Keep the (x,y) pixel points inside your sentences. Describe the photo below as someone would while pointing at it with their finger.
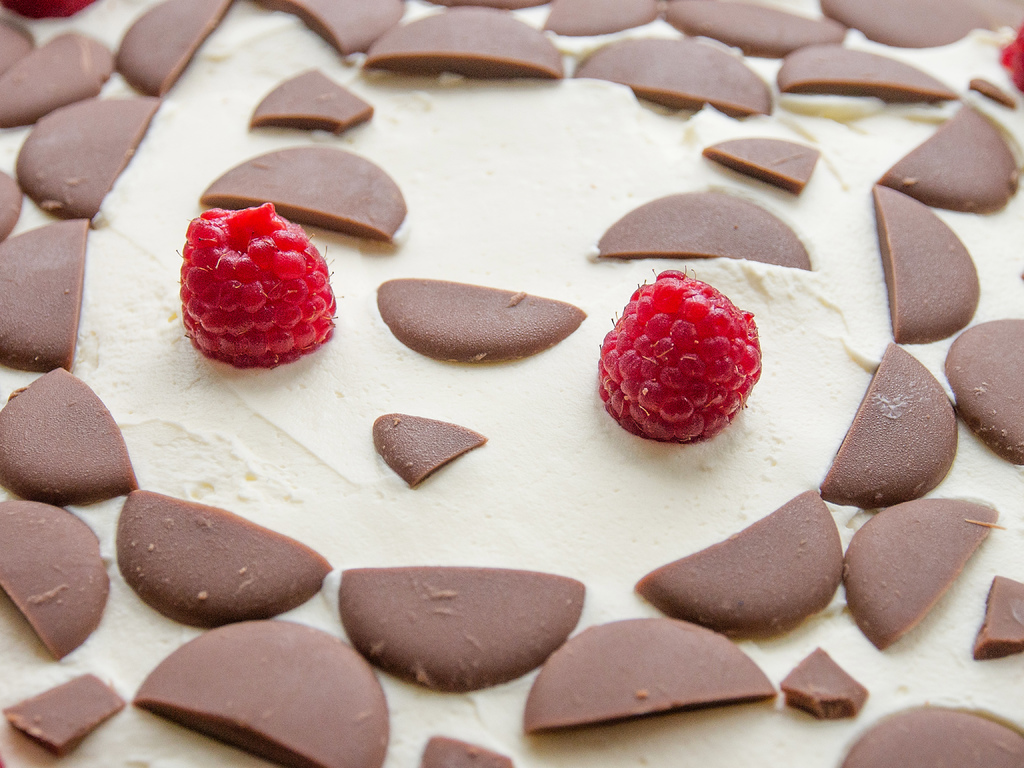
This image is of a food item (143,716). In the center of the image (668,414) there are two berries (304,261).
